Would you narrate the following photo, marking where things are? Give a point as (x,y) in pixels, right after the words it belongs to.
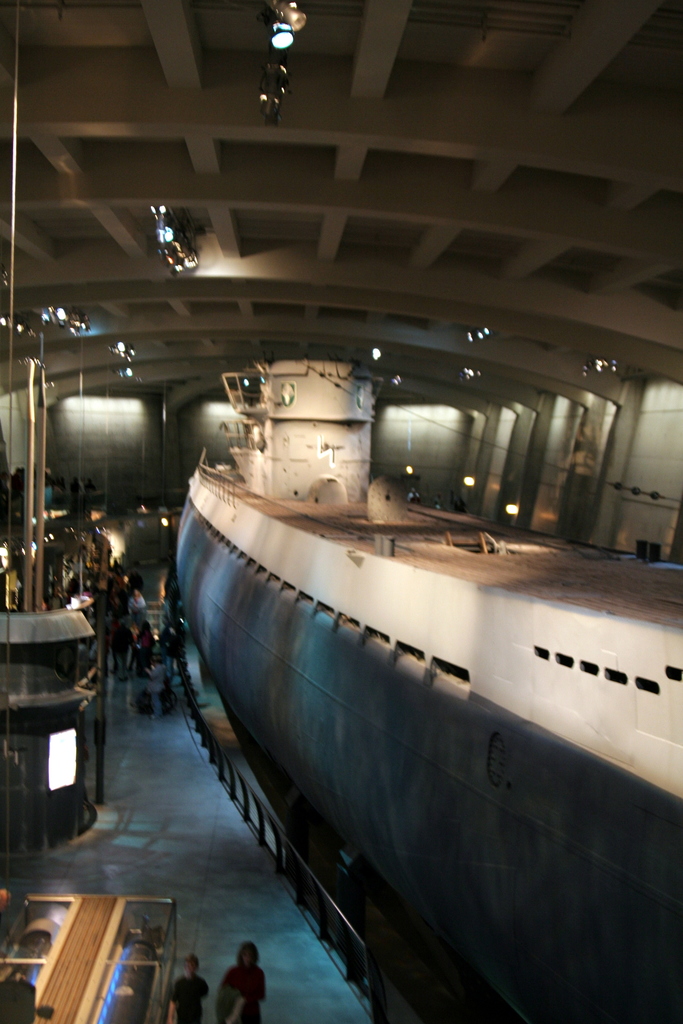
Here we can see a ship (675,1007) and there are persons (148,690) on the floor (309,962). In the background (136,424) we can see lights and wall (422,427).
